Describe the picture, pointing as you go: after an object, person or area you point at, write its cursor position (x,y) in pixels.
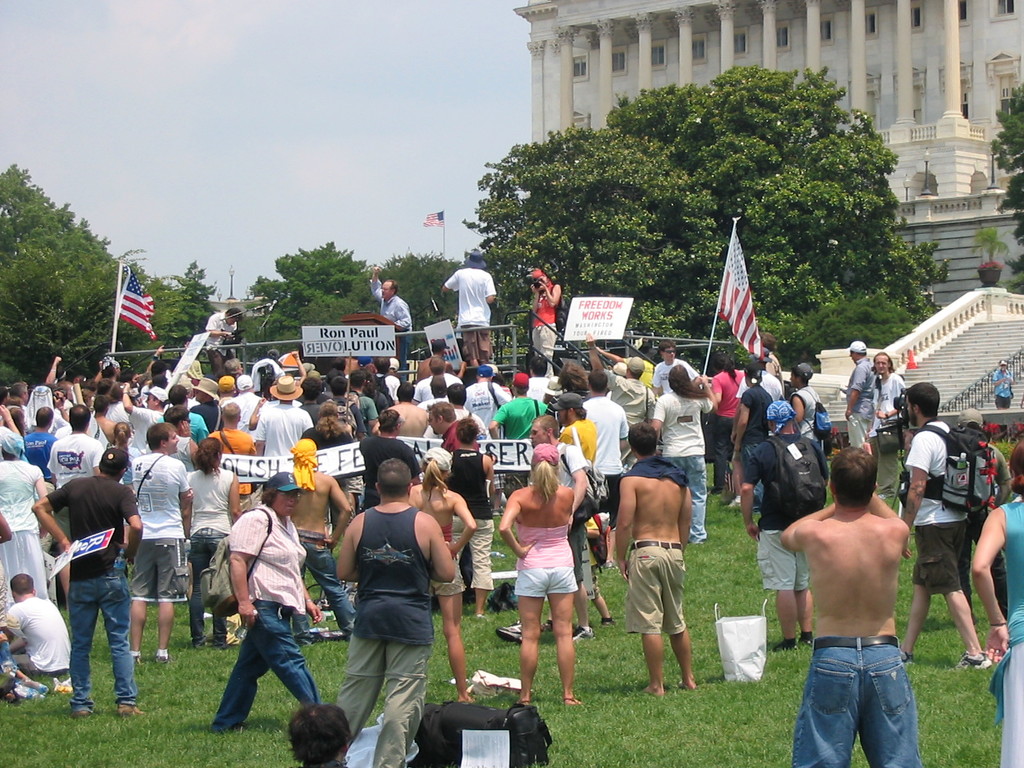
It looks like a protest, there are a lot of people (484,434) standing in front of an organisation (898,64) and they are holding different types of banners (367,352) and flags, behind the people (14,393) there are a lot of trees (487,242).
